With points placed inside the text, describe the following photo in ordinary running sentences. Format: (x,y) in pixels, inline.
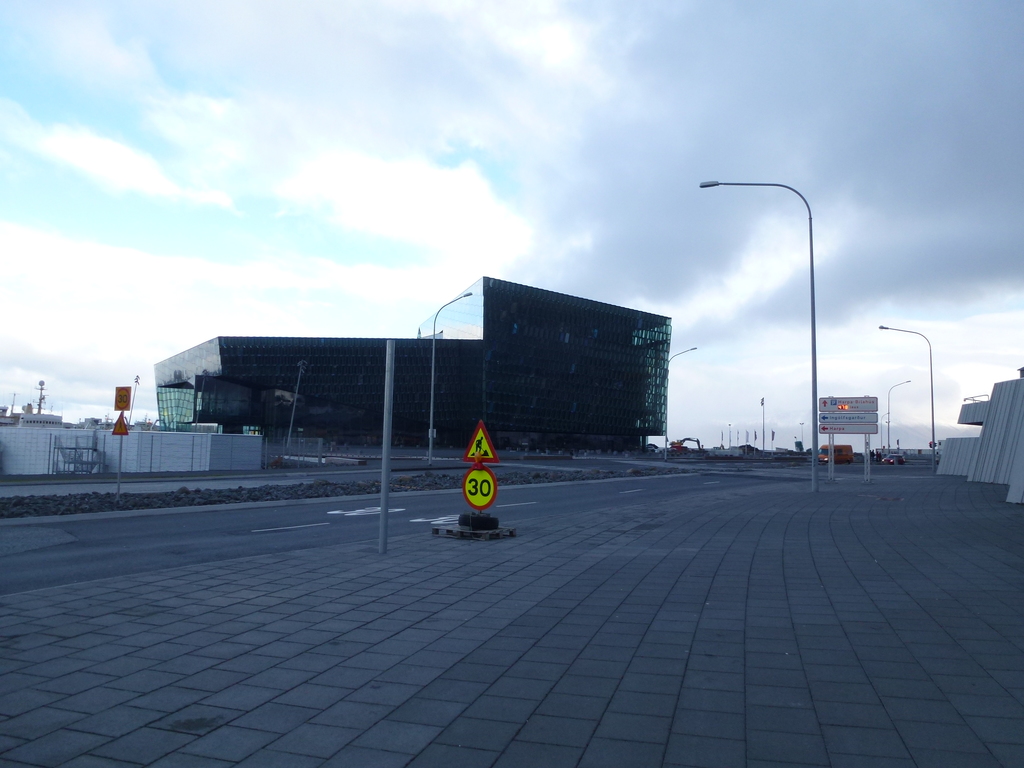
In this picture there is a sign pole (469,462) in the center of the image (481,433) and there are light poles (762,419) and sign poles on the right side of the image (882,331), there are buildings (555,394) on the left side of the image (338,394).
